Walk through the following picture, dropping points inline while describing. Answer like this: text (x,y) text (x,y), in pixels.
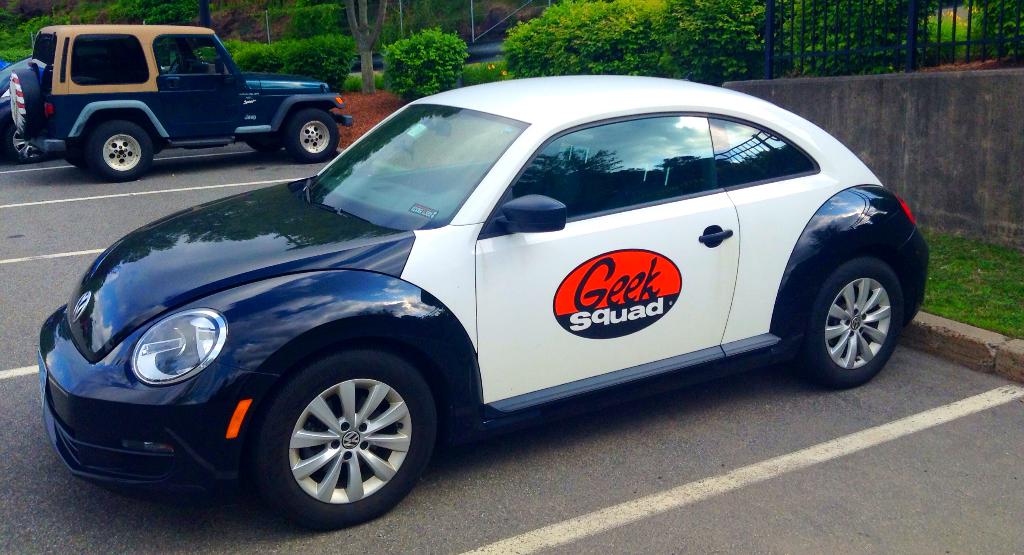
In this image I can see there are few cars (355,230) parked in the parking space (713,395) and there are a few plants (581,69) and trees (331,24) in the backdrop (601,49).
